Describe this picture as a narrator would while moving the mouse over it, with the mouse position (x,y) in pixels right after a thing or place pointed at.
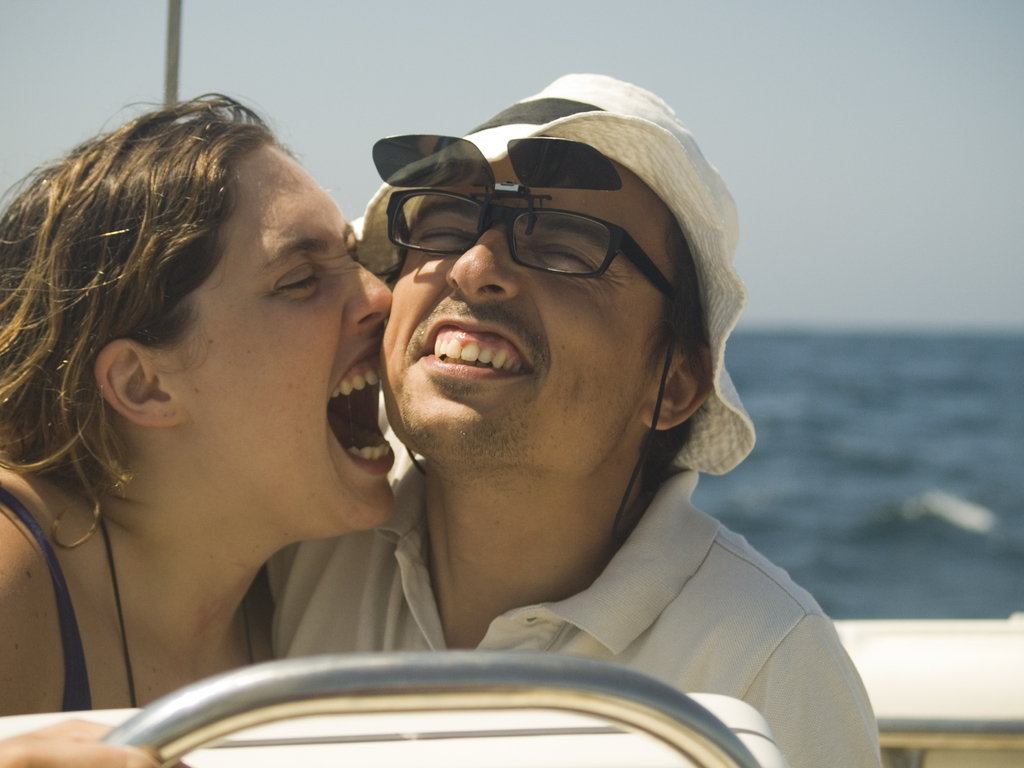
In this picture we can see a man (547,532) and a woman (371,485) sitting in a boat (605,729), in the background (920,614) we can see water (860,417), there is the sky (776,91) at the top of the picture (766,78).
